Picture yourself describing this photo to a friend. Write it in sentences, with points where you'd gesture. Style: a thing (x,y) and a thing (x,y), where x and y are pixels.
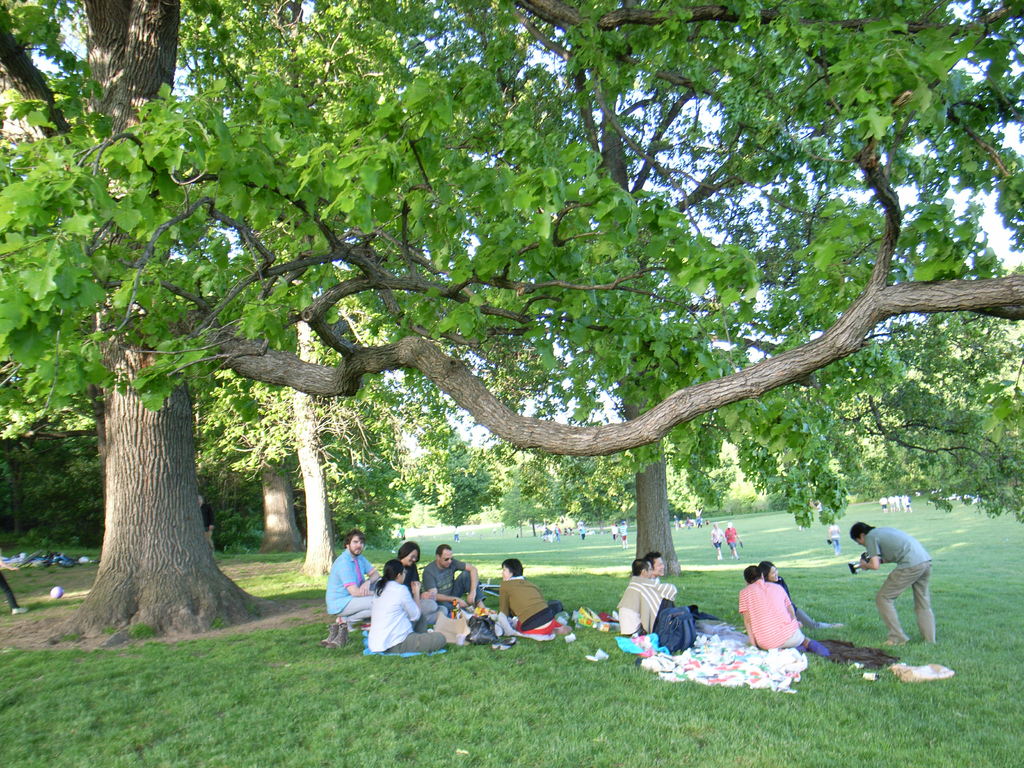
In this picture I can see the grass (532,537) on which there are number of people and I can see number of trees (417,213). In the background (634,163) I can see the sky (634,163).
